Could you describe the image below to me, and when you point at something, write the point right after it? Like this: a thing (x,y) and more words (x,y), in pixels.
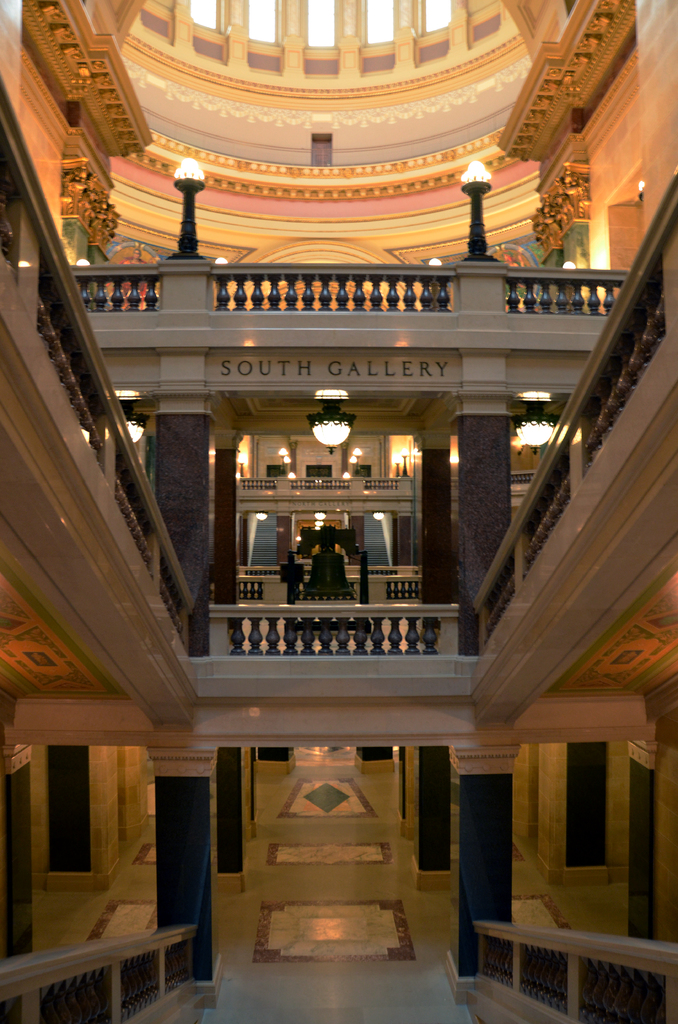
In this image I can see a building (270,331). Background (145,204) I can see few lights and the wall (248,56) is in brown and cream color.
